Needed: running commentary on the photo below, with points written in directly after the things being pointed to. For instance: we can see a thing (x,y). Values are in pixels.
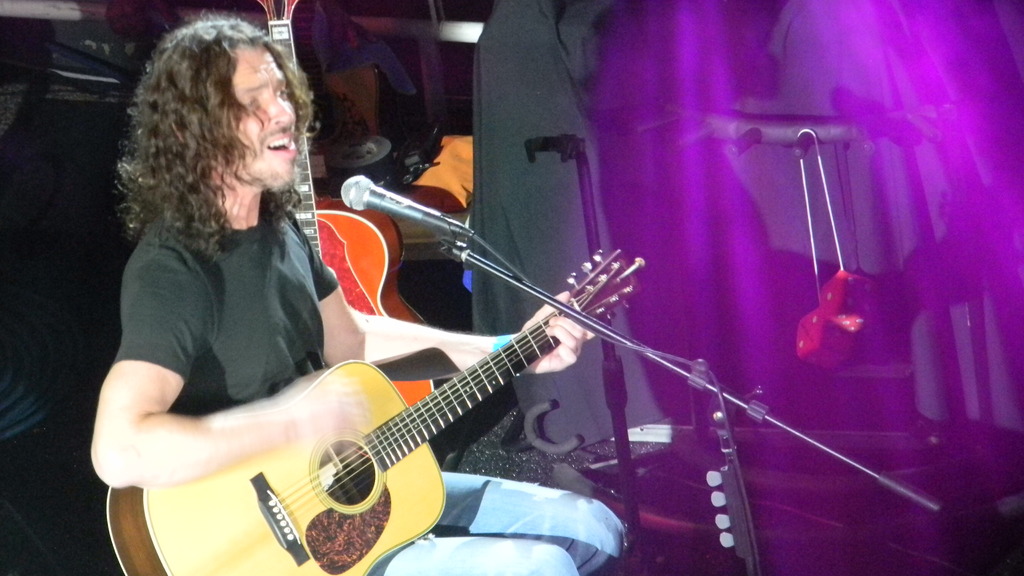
A man (159,70) is singing on mic (387,191) and playing guitar (365,444) behind him there are musical instruments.
